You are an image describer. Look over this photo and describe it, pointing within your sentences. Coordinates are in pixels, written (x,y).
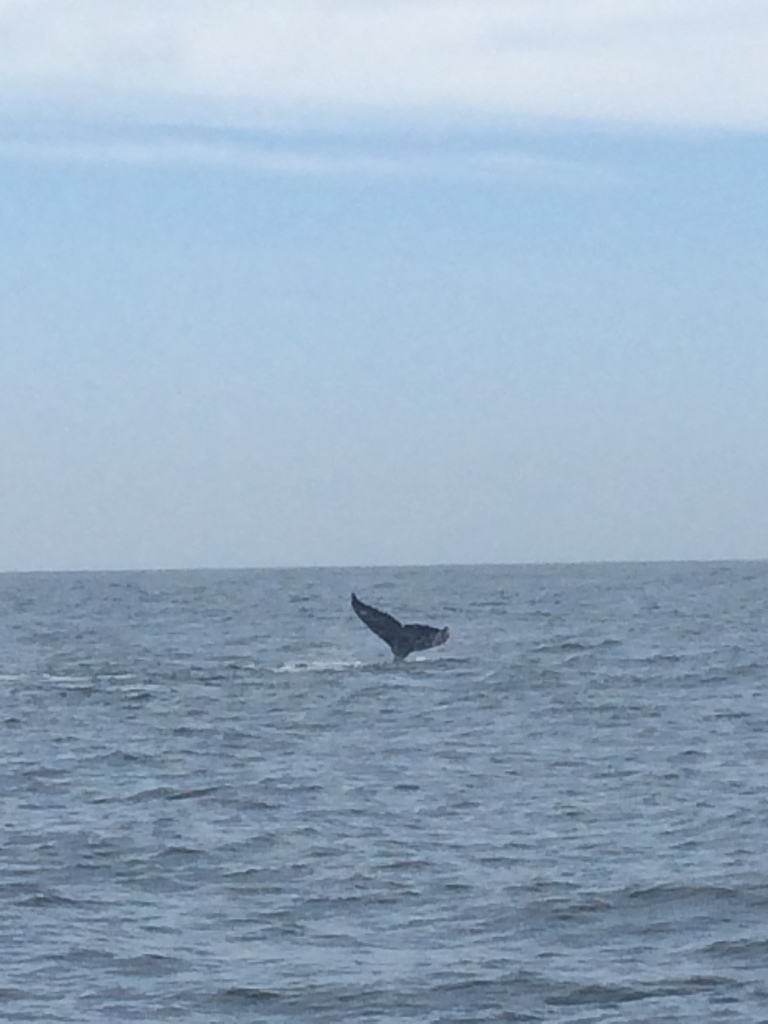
In this image there is a tail (403,626) of a whale (392,633) in the water (396,684). In the background of the image (453,327) there is sky (478,286).
